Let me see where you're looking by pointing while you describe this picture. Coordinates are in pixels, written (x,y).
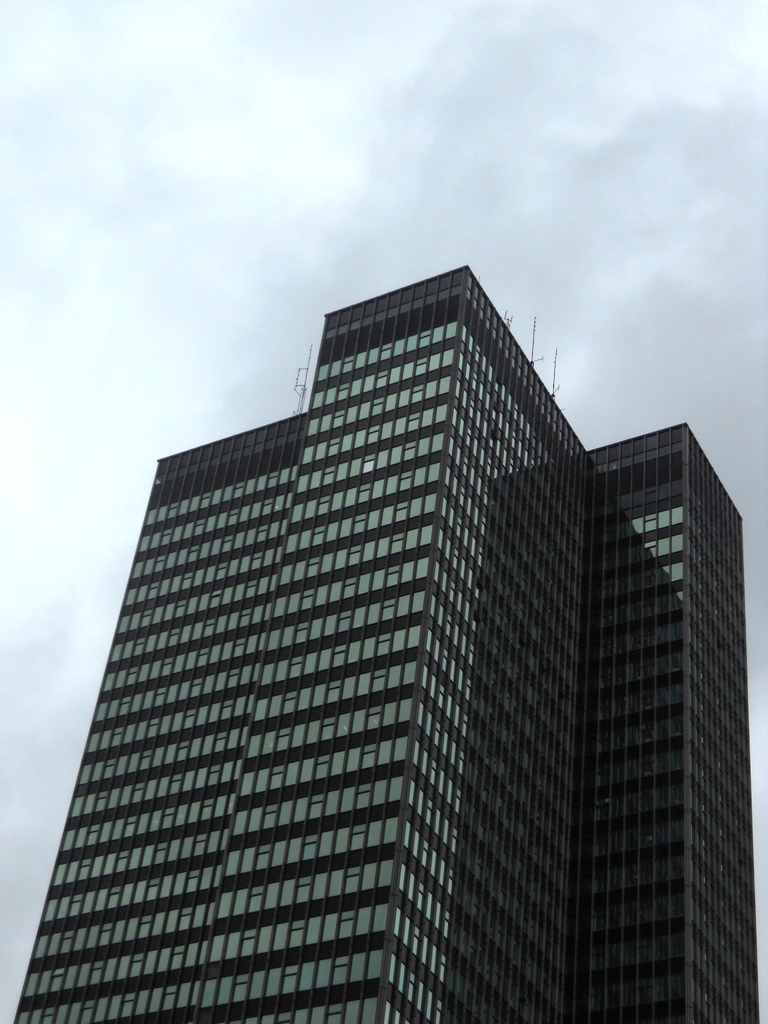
In this image I can see a building (330,676) and the sky (292,215). This image is taken during a day.
